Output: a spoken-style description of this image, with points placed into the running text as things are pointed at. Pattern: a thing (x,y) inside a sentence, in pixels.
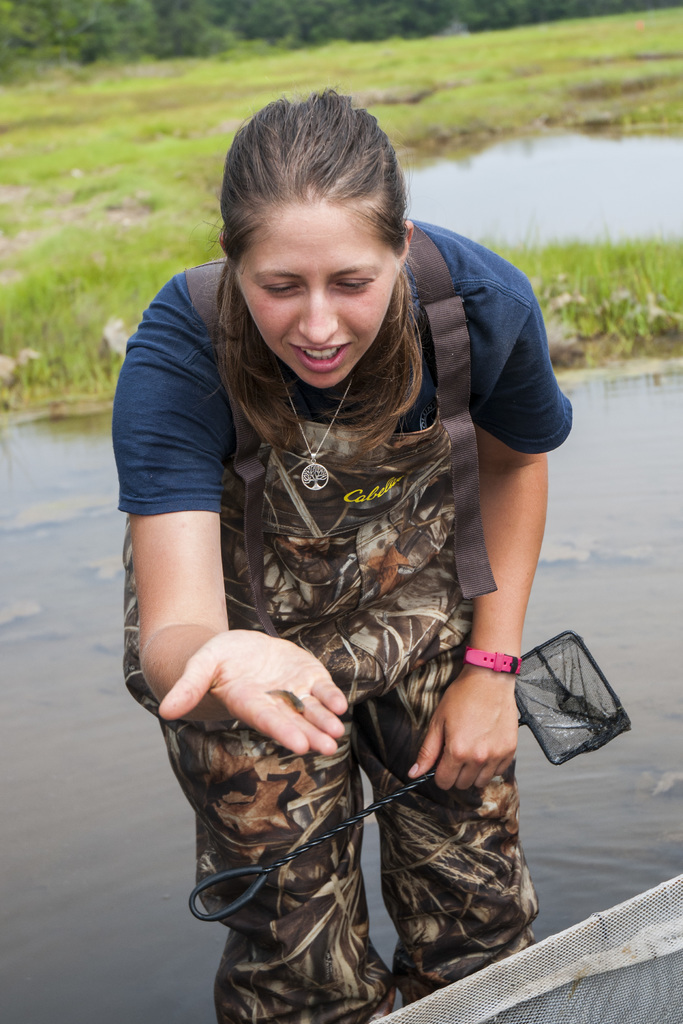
In this image I can see a woman (204,431) wearing blue and brown colored dress (337,537) is standing and holding a black colored object (568,735). I can see a fish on her hand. In the background (606,626) I can see the water (578,482), some grass (136,256) and few trees (427,0) which are green in color. I can see a white colored net (648,950) in front of her.
